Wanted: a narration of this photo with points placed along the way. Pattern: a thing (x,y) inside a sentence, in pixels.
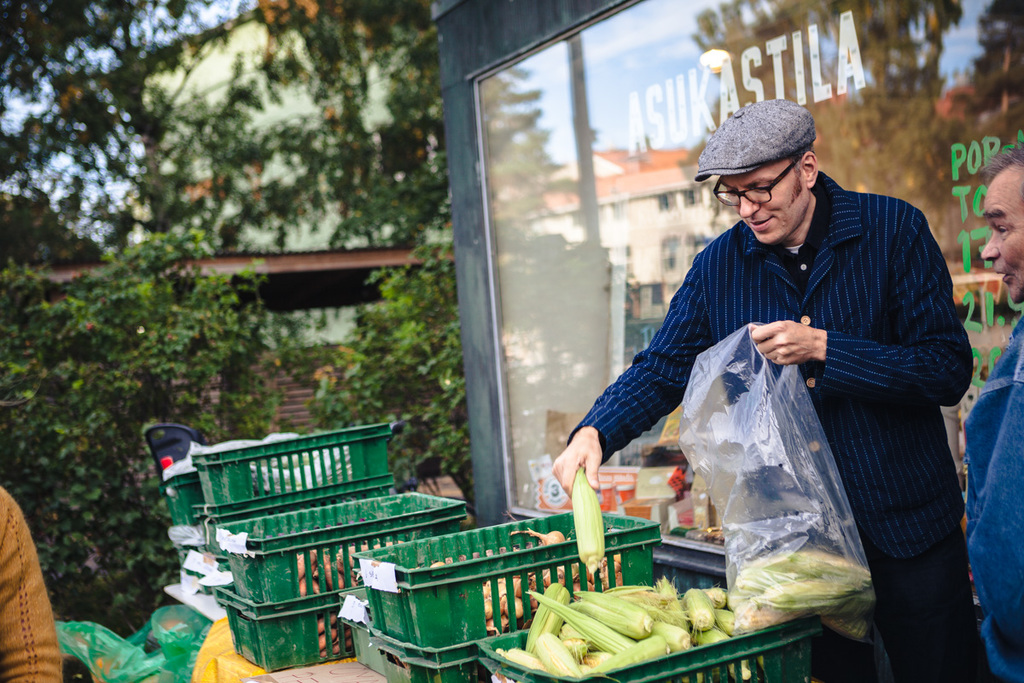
In this image we can see a man (853,430) standing and holding a cover (761,462) and a corn (577,512) in his hands (597,463), next to him there is another person (998,442) standing. At the bottom (335,642) there is a table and we can see trays (376,619) containing vegetables (536,633). On the left (14,587) we can see a person's hand (44,625). In the background (157,218) there are trees (155,236) and buildings (220,60). There is sky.
